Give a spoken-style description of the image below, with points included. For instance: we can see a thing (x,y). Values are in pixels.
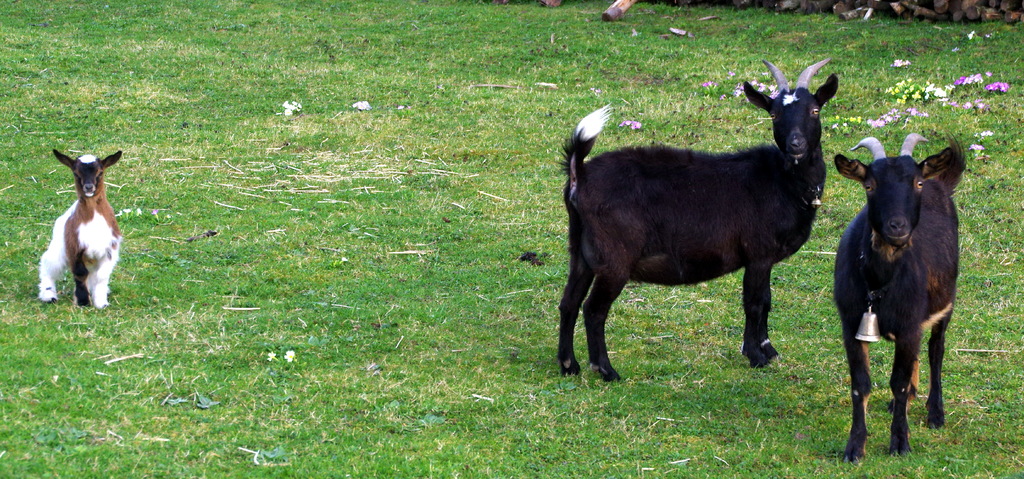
In this image, we can see some grass (405,284) and goats (649,229). There are flowers (899,84) in the top right of the image (893,110).
